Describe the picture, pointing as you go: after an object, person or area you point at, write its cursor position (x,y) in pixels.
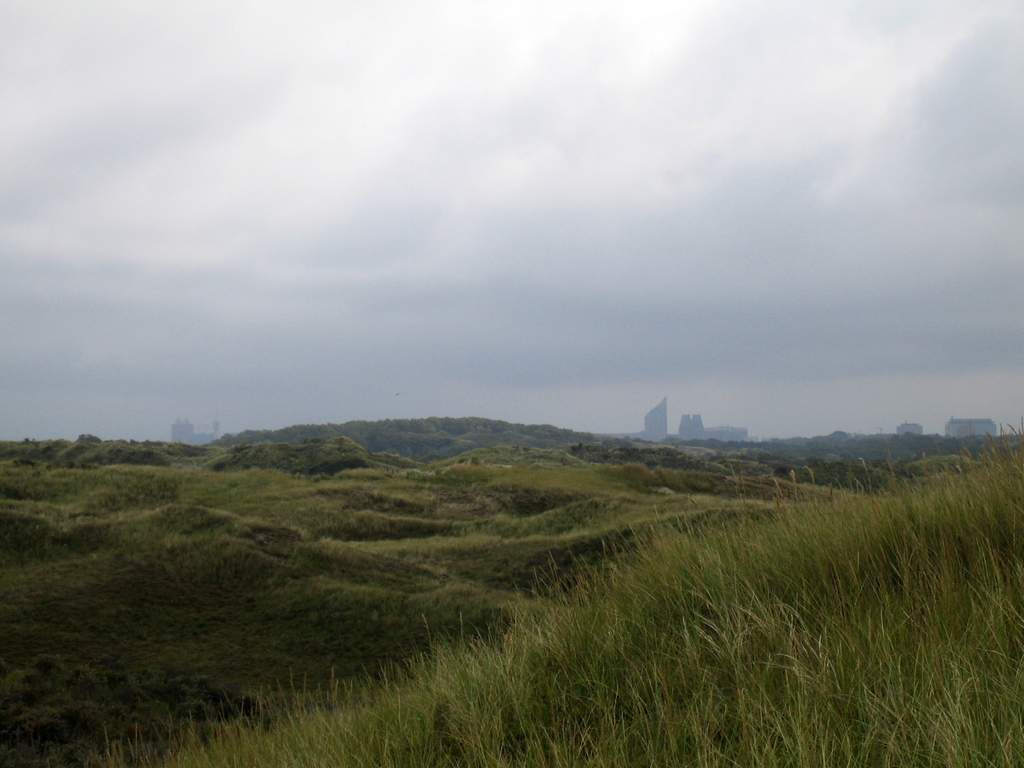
In this picture we can see the land (339,642) covered with green grass (351,468) and hills (184,456). The sky (483,410) is cloudy.
